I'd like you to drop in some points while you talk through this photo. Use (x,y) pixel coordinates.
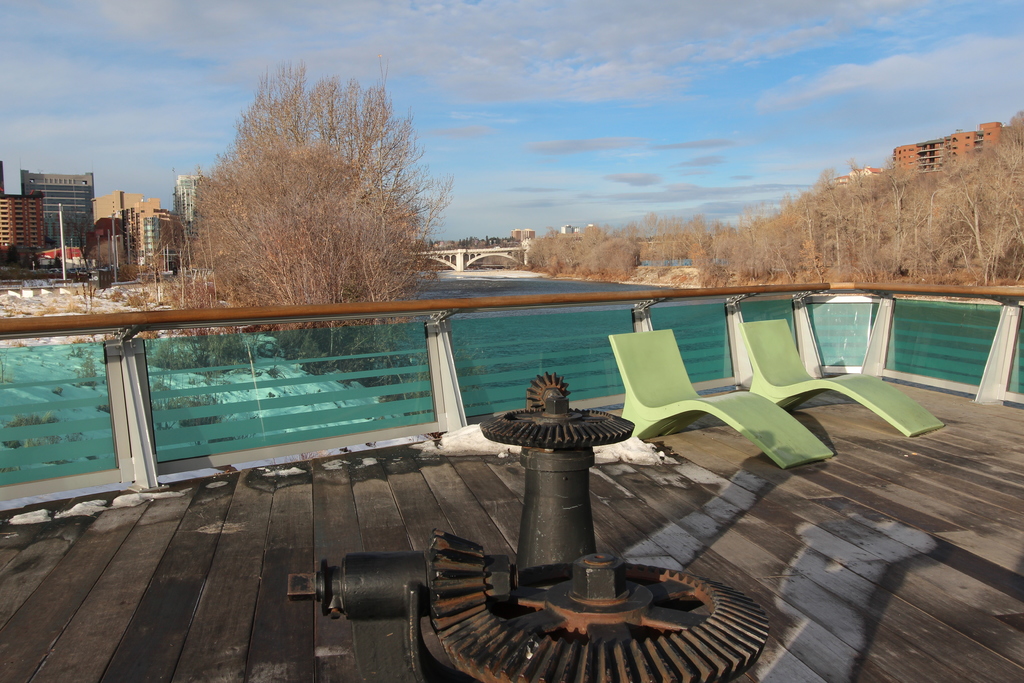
In this picture I can see it is a wooden deck (715,472). There are chairs (783,348) on this at the bottom (524,530) there is an iron gear (565,588) and this is the glass (409,388). In the middle (487,289) there is water (475,293) on the right side (873,234) there are trees (869,230) and buildings (923,158), on the left side (135,218) there are very big buildings (139,214). At the top (643,70) it is the sky (639,75).
